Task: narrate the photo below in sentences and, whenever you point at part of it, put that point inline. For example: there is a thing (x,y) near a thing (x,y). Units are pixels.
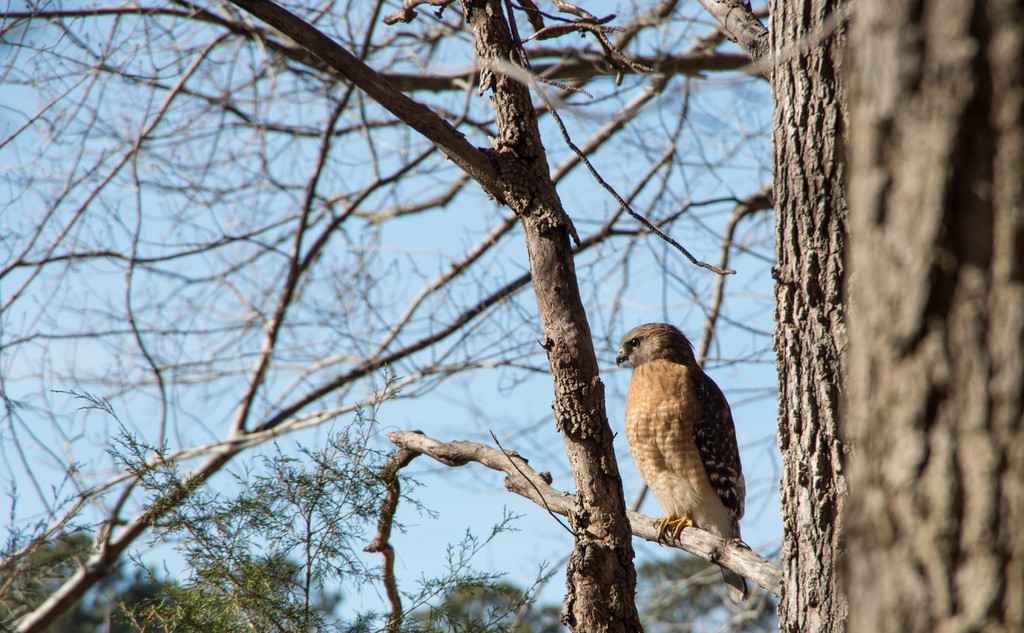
In this picture I can see a bird (695,457) is sitting on the tree (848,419). In the background (273,529) I can see trees (271,535) and the sky (249,366).
